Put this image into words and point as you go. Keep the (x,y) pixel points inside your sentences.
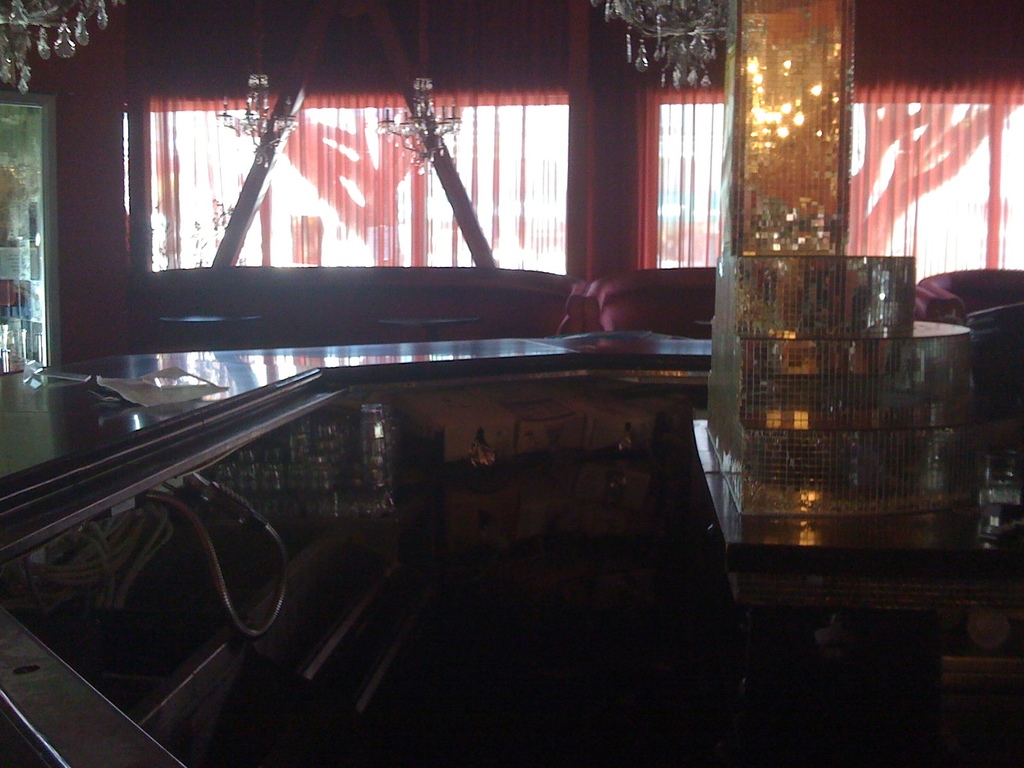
In this image we can see a table (773,587) containing some objects (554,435) and a paper (123,394) on it. We can also see some glasses (272,465), pipe (226,606) and some objects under a table (374,359). On the backside (345,248) we can see the sofa (394,338), some curtains (343,220) and the chandeliers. On the left side (48,187) we can see a container (48,171).
